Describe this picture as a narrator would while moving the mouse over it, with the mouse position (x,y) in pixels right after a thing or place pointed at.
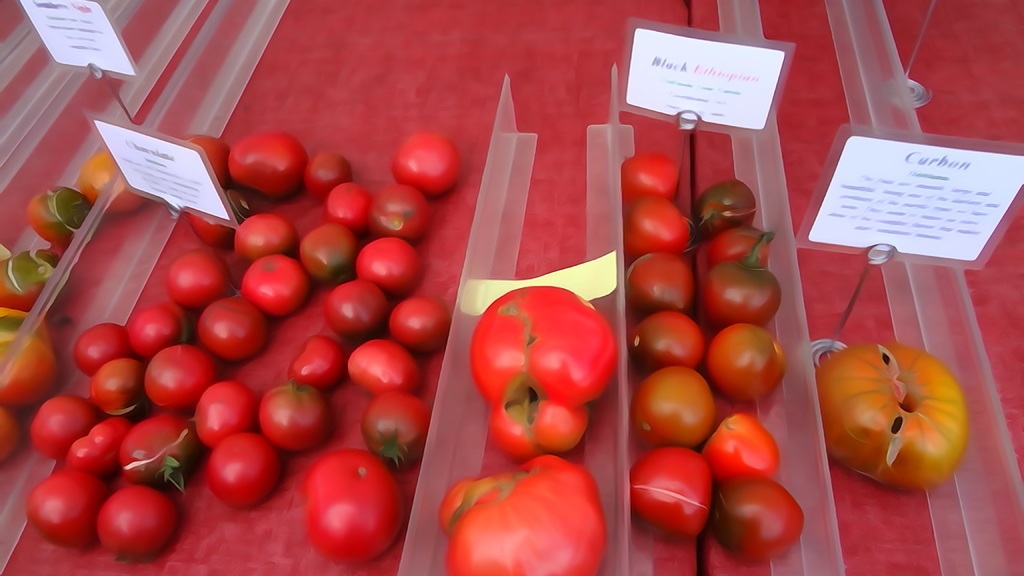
In this there are few colorful vegetables (265,259) visible might be on tables (223,560) between them there are plastic divider (923,327) visible, name plates (1008,182) visible between them.
